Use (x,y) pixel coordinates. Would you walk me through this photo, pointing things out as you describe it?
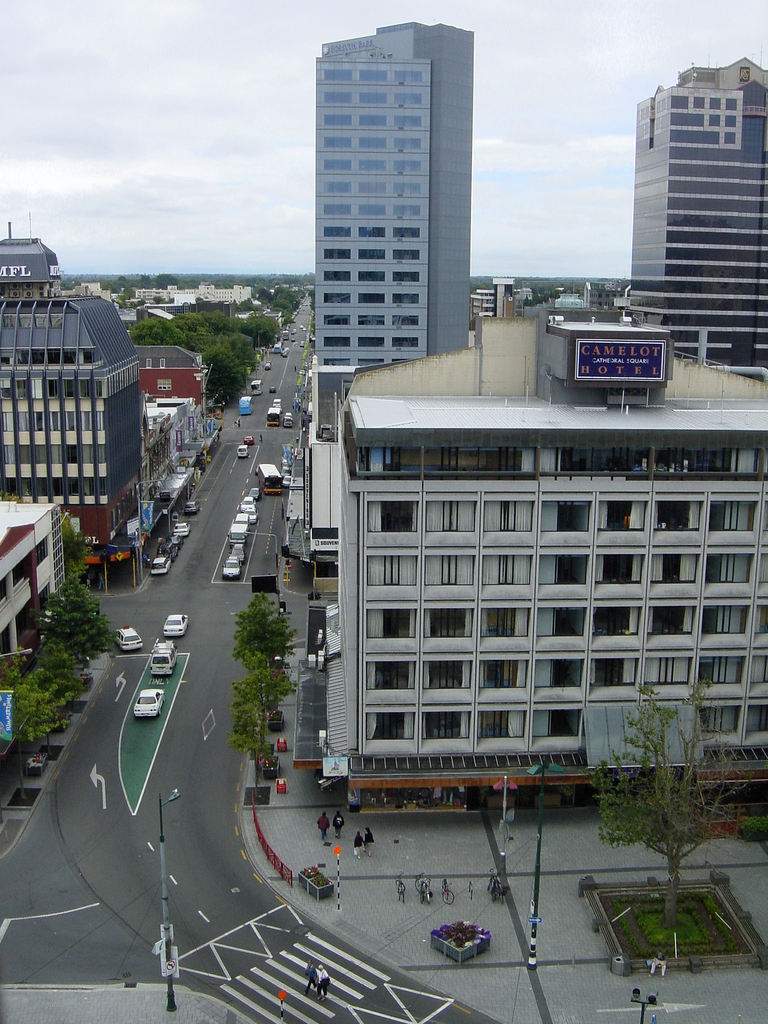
In this picture there are skyscrapers (739,70) on the right side of the image (558,471) and there are cars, buildings (20,421), and trees (47,666) on the left side of the image (138,435).
